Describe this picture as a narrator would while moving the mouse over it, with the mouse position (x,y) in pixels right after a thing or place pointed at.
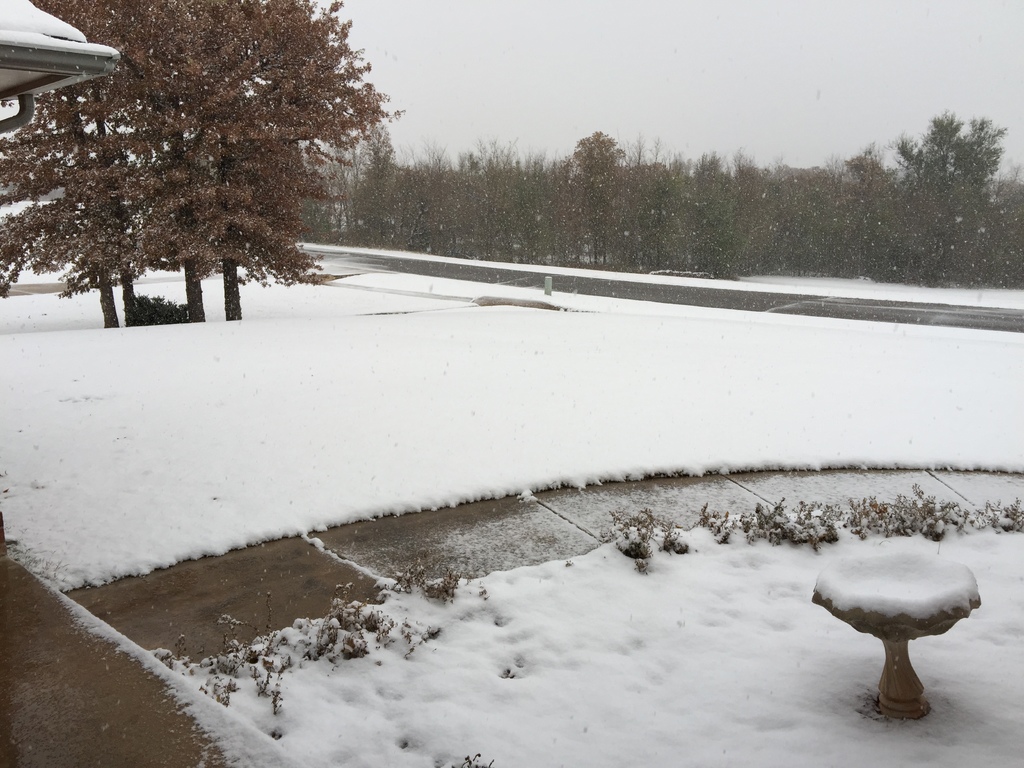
In this image I see the path (187,748) which is covered by snow (500,352) and I see few plants (764,511) and in the background (202,275) I see number of trees (550,197) and I see the sky (603,65).
